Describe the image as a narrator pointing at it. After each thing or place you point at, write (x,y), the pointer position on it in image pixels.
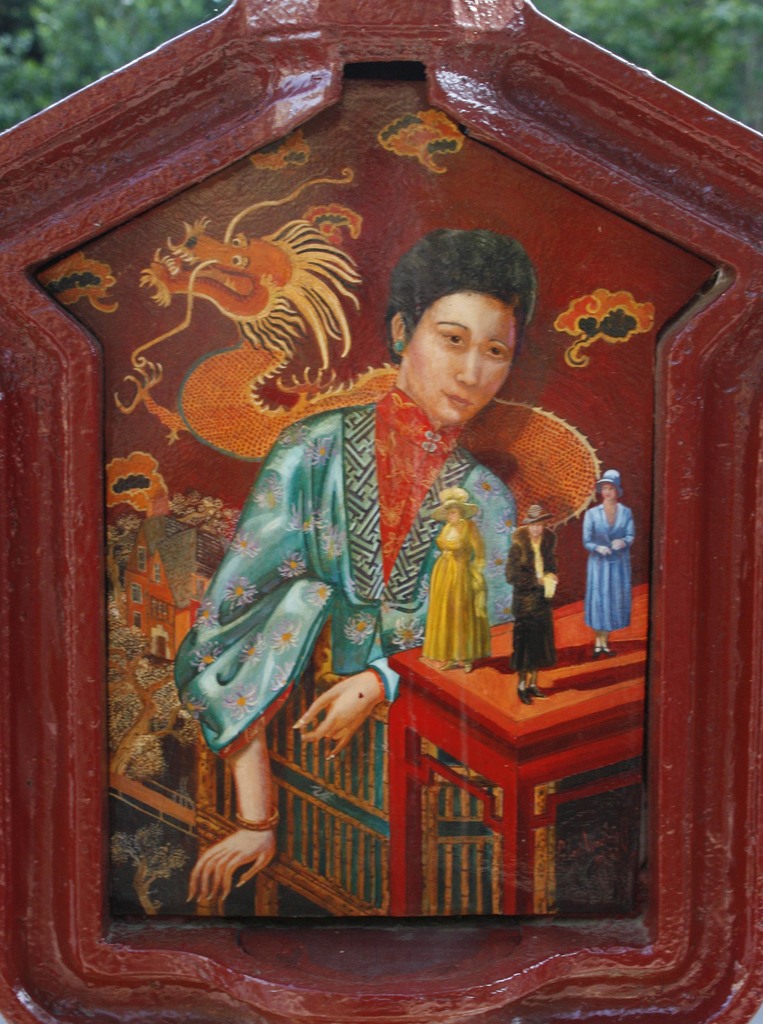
In this picture we can see board (676,193), on this board (430,358) we can see people (425,603), buildings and dragon (202,254). In the background of the image (77,25) it is green.
